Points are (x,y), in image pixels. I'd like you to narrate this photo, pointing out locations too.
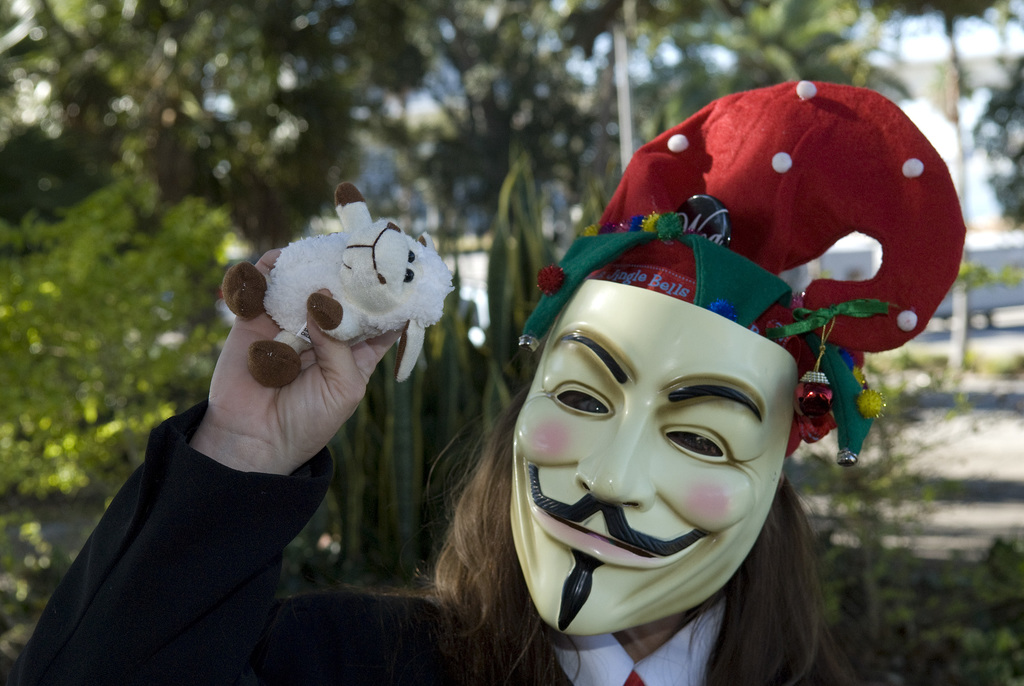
In this picture we can see a person (248,528) wearing a mask (583,340) and holding a toy (332,287) in his hand (323,412). We can see a few trees (565,87) in the background (977,283).
